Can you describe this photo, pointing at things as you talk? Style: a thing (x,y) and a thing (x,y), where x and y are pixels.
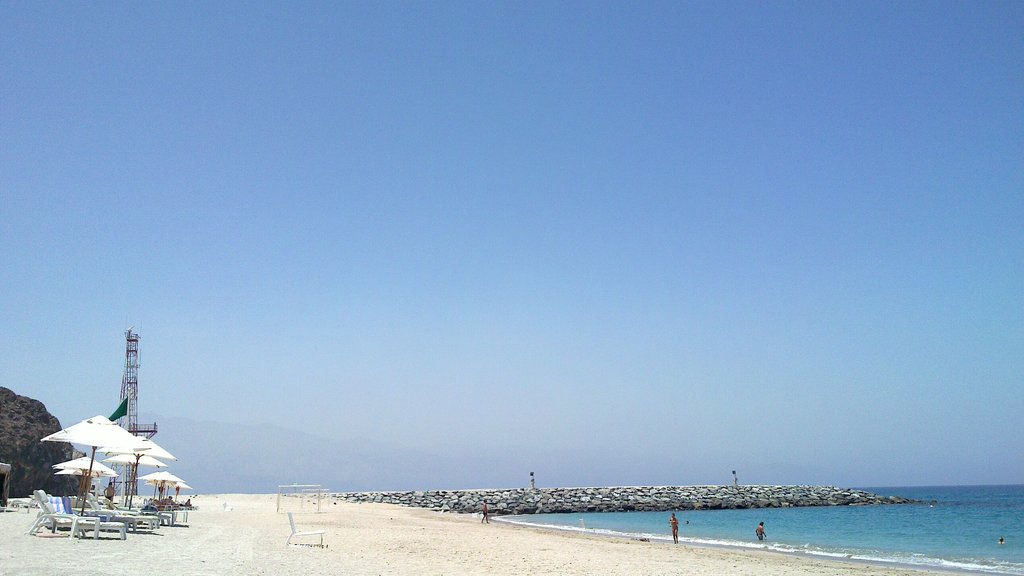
In the picture I can see the ocean (765,524) on the right side of the image (971,537). I can see some persons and concrete shaped blocks (642,488) on the side of the beach (623,571). There are tents (137,456) and deck chairs (78,520) on the left side (99,444). There are no clouds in the sky (571,308).
